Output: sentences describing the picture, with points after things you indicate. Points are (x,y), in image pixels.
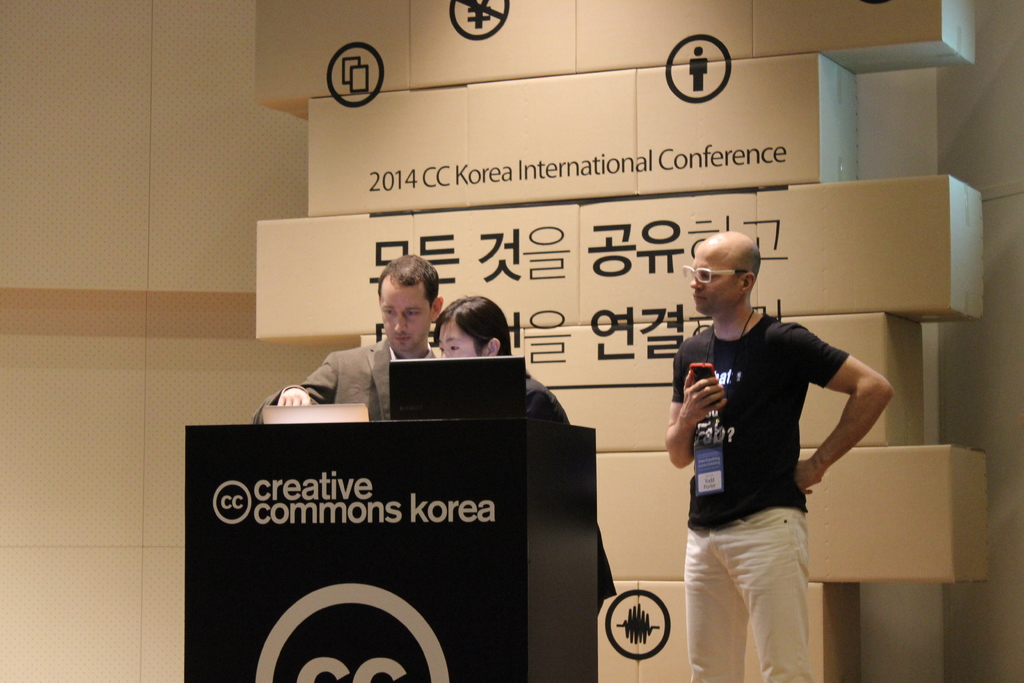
In this image there are three persons (415,349) standing near the podium (506,682), there is a laptop (399,411) on the podium (283,429), and in the background (958,4) there are cardboard boxes (624,413) and a wall (103,166).
